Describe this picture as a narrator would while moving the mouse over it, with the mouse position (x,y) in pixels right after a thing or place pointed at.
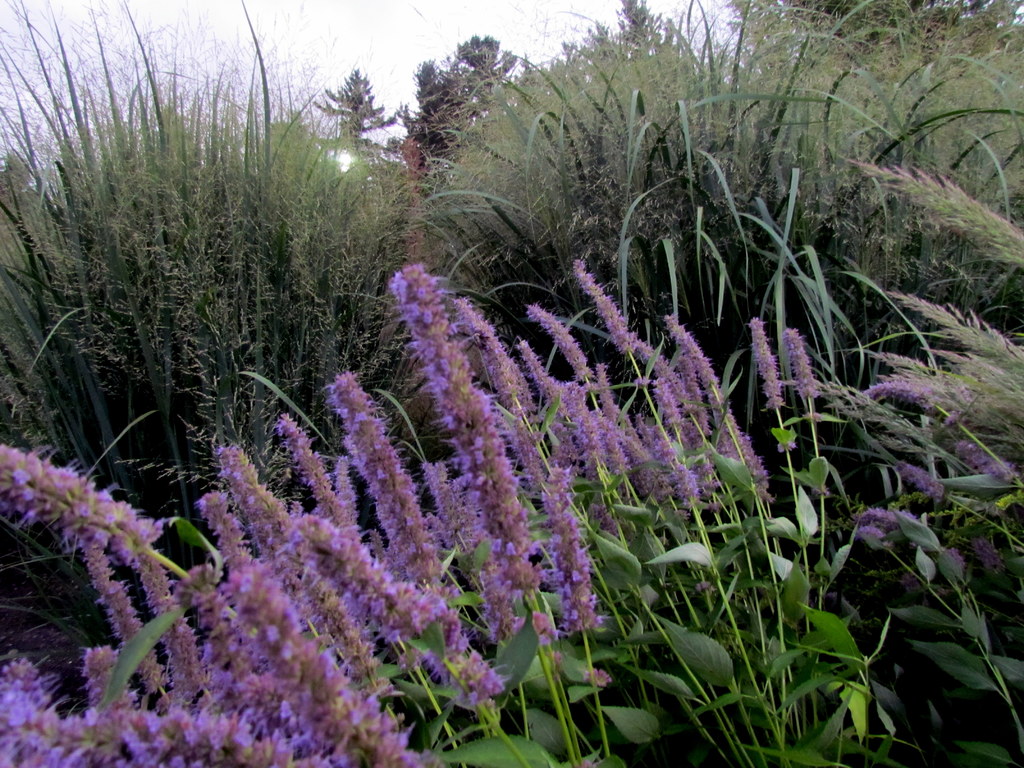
In the center of the image (453,337) there are flower plants (460,459). In the background of the image (370,79) there is sky (339,63).
